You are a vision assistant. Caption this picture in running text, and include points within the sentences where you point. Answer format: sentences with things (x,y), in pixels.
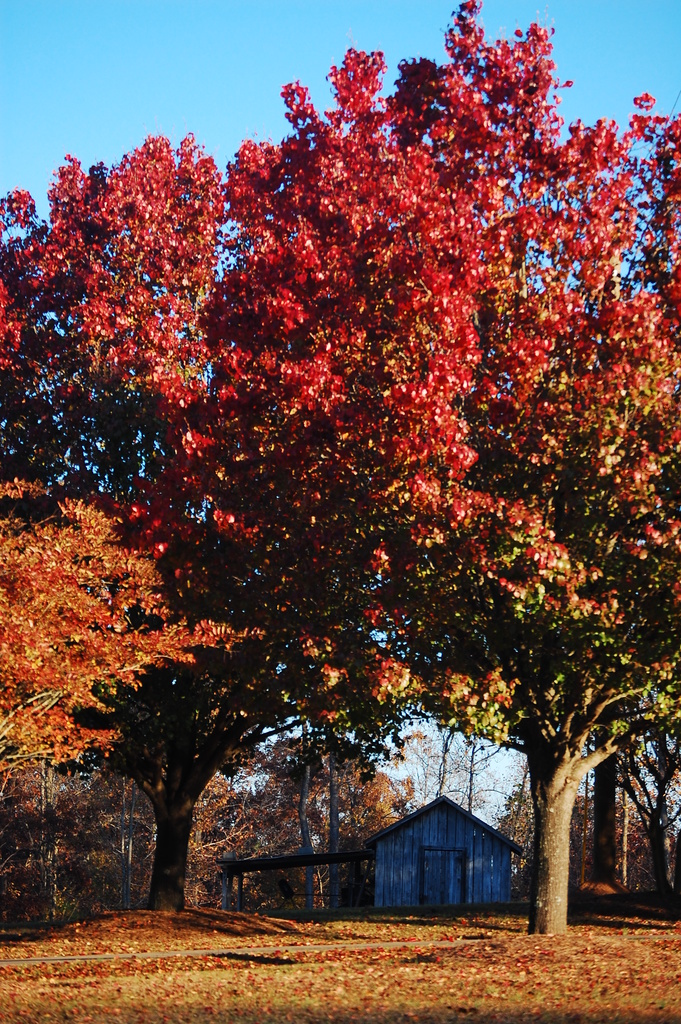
In this image we can see trees (310,633) on the grassy land (506,981). Leaves (196,982) are there on the land (298,969). We can see one wooden house (400,859). Background of the image (599,53), the sky (625,50) is there.
